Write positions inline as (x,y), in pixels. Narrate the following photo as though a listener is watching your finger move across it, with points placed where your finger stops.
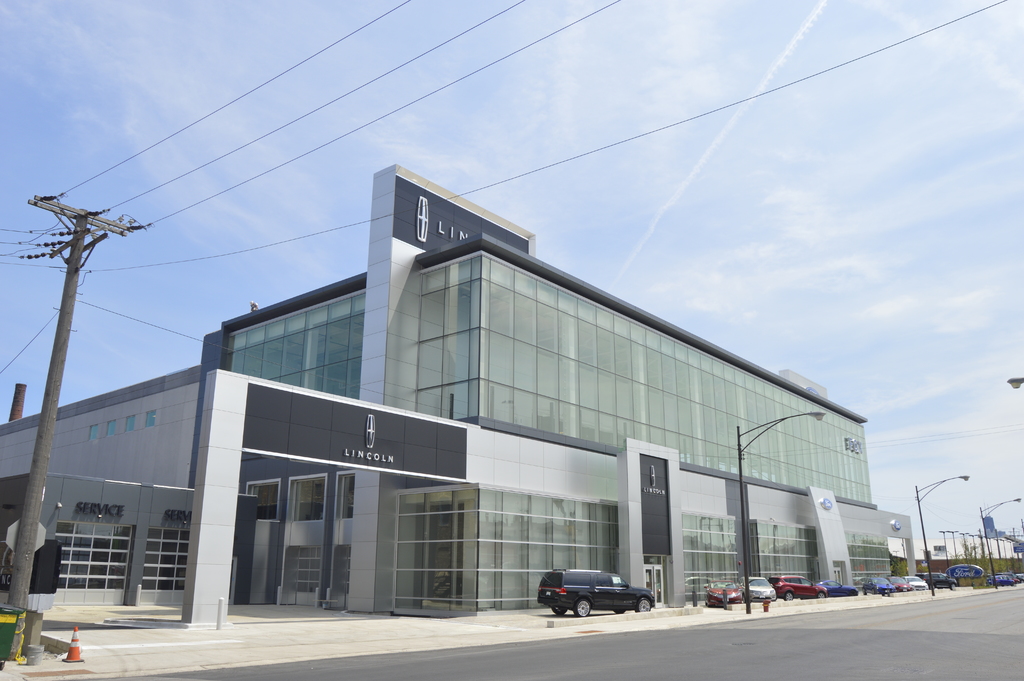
This image is taken outdoors. At the bottom of the image (539,663) there is a road (904,633). At the top of the image (626,112) there is a sky (128,292) with clouds (265,209). In the middle of the image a few cars (716,599) are parked on the floor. There are a few street lights (923,525) and there is a building (799,505). There are a few boards (317,419) with text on them. On the left side of the image (17,584) there is a pole (81,225) with a few wires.
